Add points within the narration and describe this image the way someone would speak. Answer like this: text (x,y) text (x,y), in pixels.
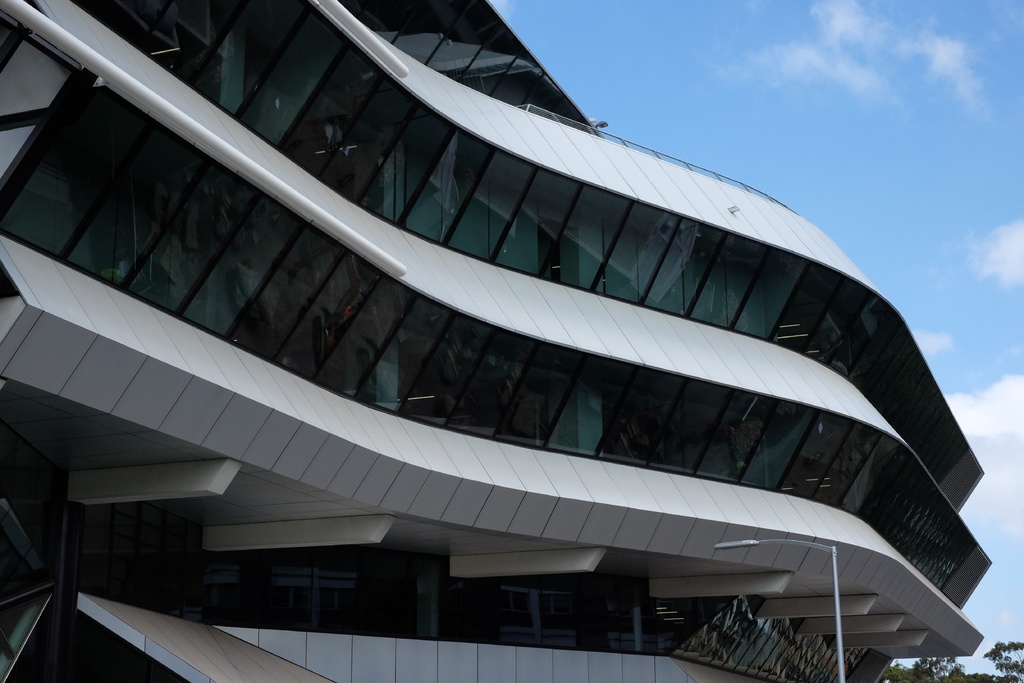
In this picture we can see a building (493,425), pole (833,556), trees (922,662) and in the background (783,191) we can see the sky (781,81) with clouds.
